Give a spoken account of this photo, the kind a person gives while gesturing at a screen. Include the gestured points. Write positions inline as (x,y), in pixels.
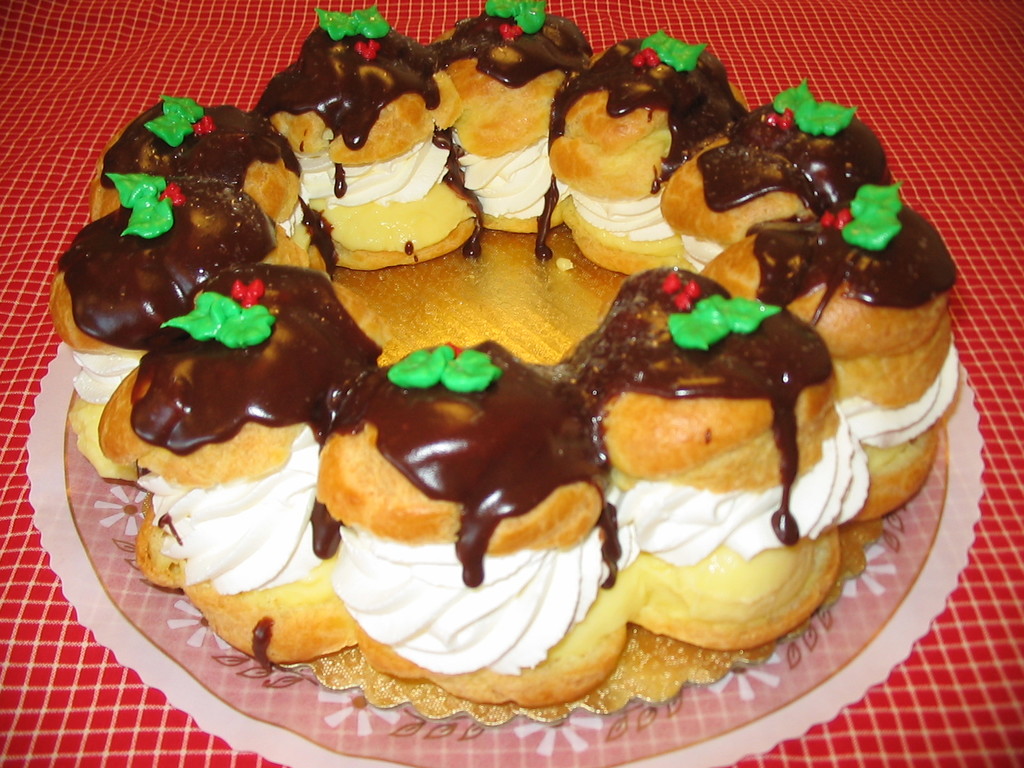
In this picture we can see a plate (482,280), we can see some cream puffs (317,399) present on the plate (398,357), we can see creme (640,564) here, at the bottom (965,673) there is a cloth (965,673).
